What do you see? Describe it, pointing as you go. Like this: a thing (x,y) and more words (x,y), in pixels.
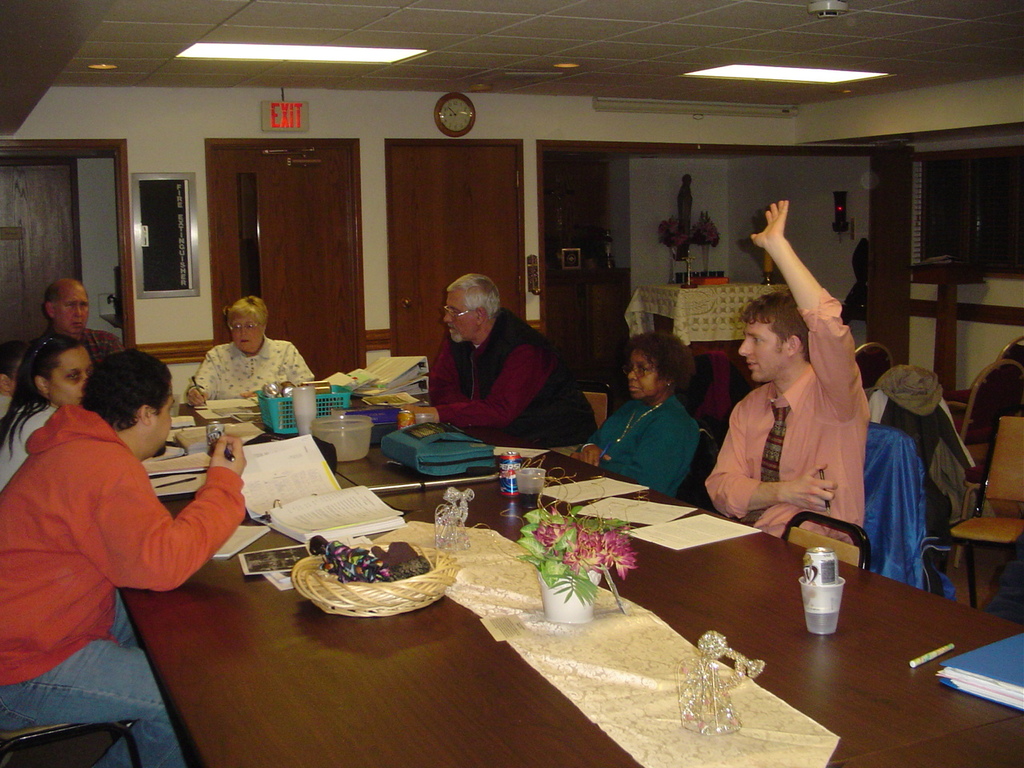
In this picture we can see a group of people (76,505) and in front of them there is table (834,646) and on table (436,606) we can see basket (440,575), flower pot (588,573), glass (816,621), tin (815,557), books (324,523) in background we can see wall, doors (475,218), clock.
